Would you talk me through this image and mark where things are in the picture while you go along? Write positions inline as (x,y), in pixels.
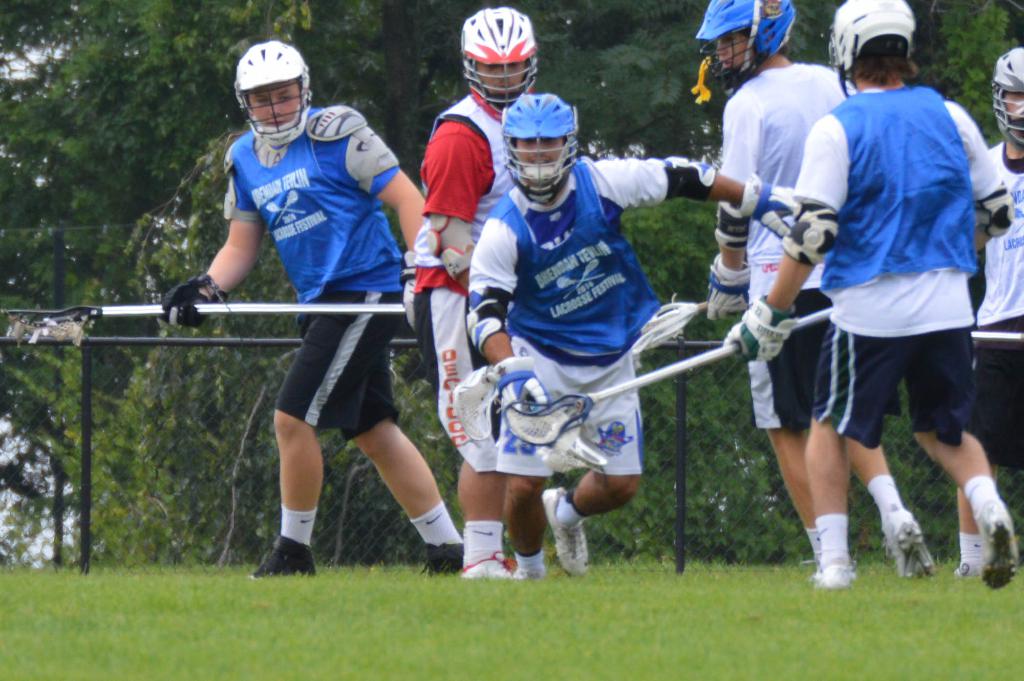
In the foreground of this image (910,238), there are men (567,201) walking and running on the grass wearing helmets (506,124) and gloves (542,391) to their hands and they are playing field lacrosse. In the background (616,64), there are trees (145,83) and the railing (132,342).
